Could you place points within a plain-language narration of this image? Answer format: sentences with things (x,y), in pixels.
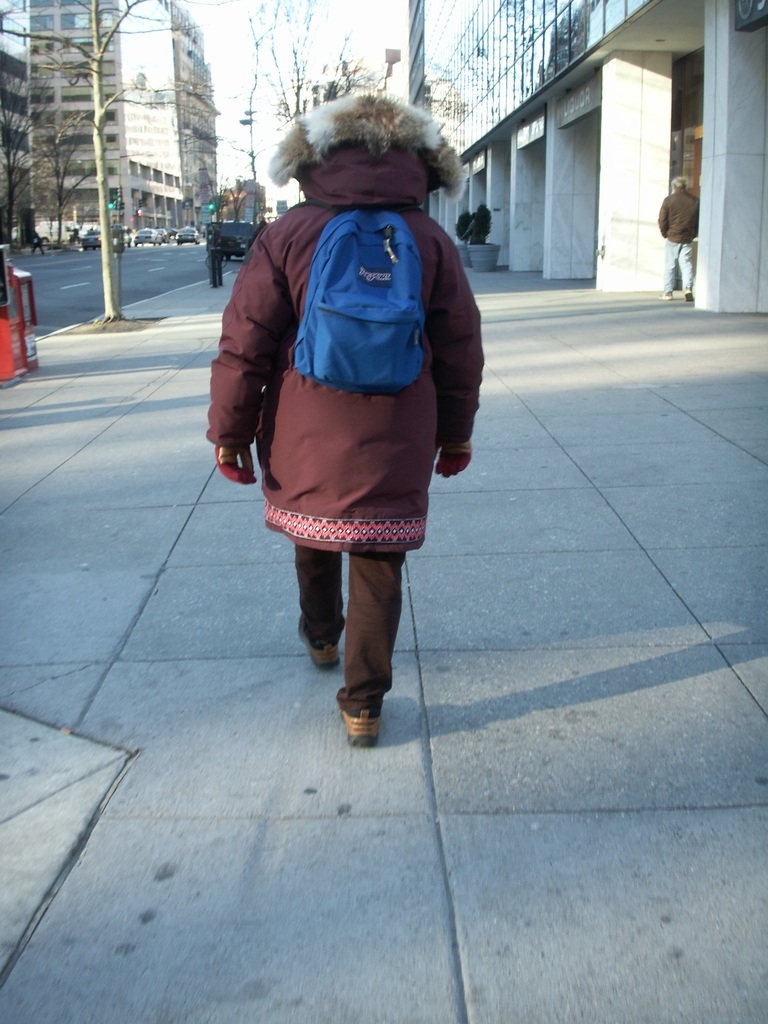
This picture describes about group of people (299,223), in the middle of the image (391,595) we can see a person (394,533) is walking on the pathway (503,641), and the person (291,260) wore a backpack (350,297), in the backgrounds we can see few trees (297,93), buildings (199,97) and vehicles (145,240) on the road (178,273).
